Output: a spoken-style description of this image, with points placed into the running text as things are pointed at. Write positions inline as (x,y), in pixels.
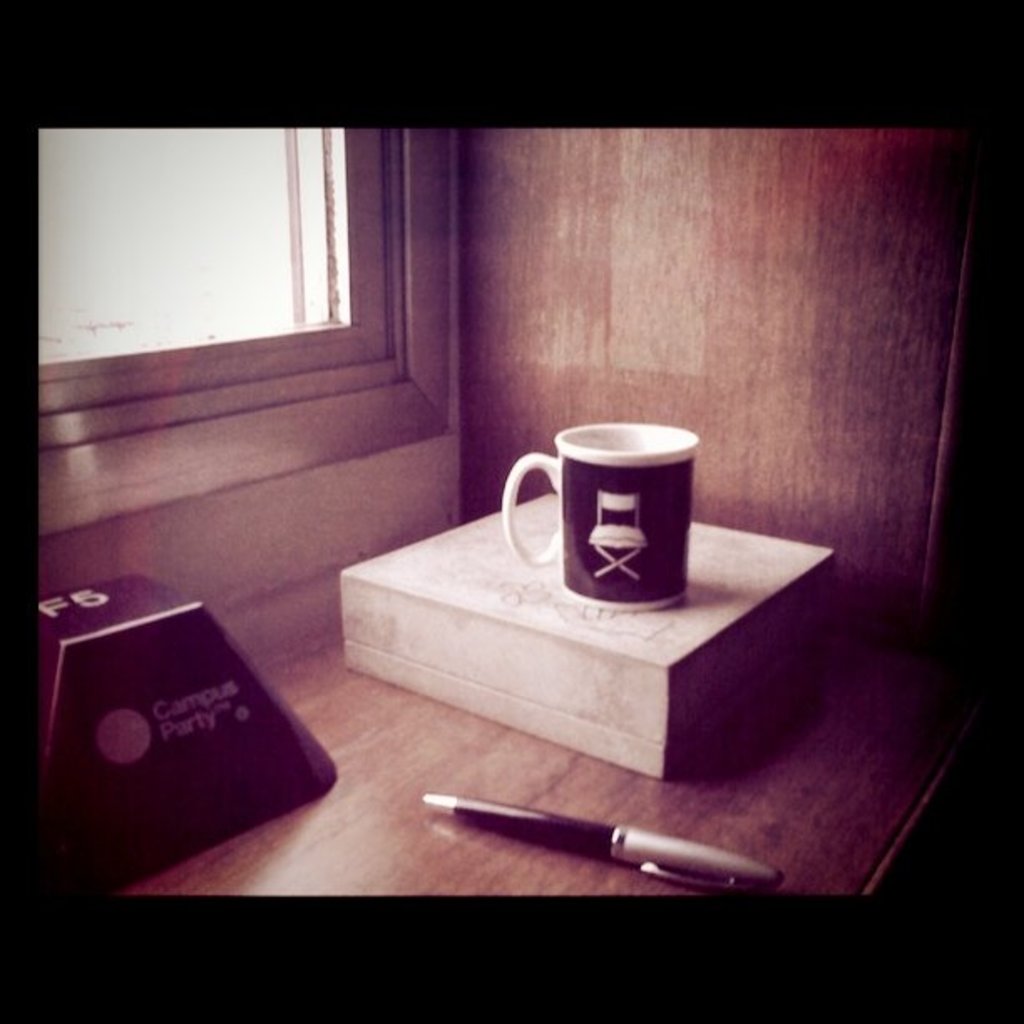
In this image there is a cup (625,534) on the object (591,667) which is kept on the table (625,771) having a pen (479,800) and an object (245,713). Background (47,385) there is a wall (948,223) having a window (295,323).
